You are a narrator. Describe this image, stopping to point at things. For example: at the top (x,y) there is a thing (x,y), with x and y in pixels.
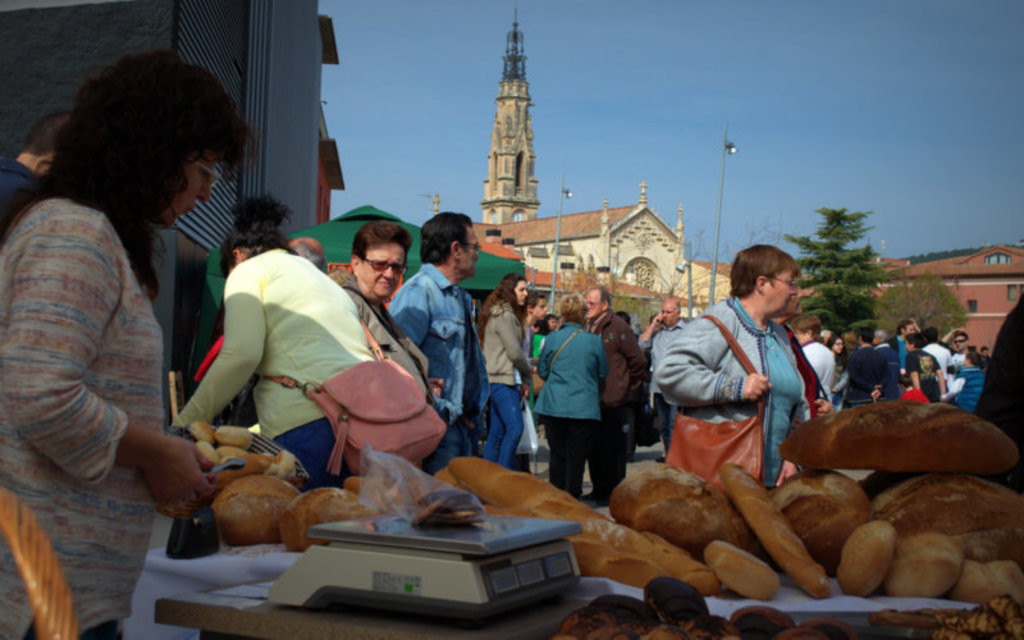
At the top of the picture (736,64) we can see sky (475,89). On the background (990,289) we can see few buildings (957,257) and trees (830,255). We can a tent (352,211) here in green colour. We can see all the persons (802,354) standing and few are walking. Here we can see a weighing machine (414,575) on a table (310,626) and few food items (817,515) on it.
